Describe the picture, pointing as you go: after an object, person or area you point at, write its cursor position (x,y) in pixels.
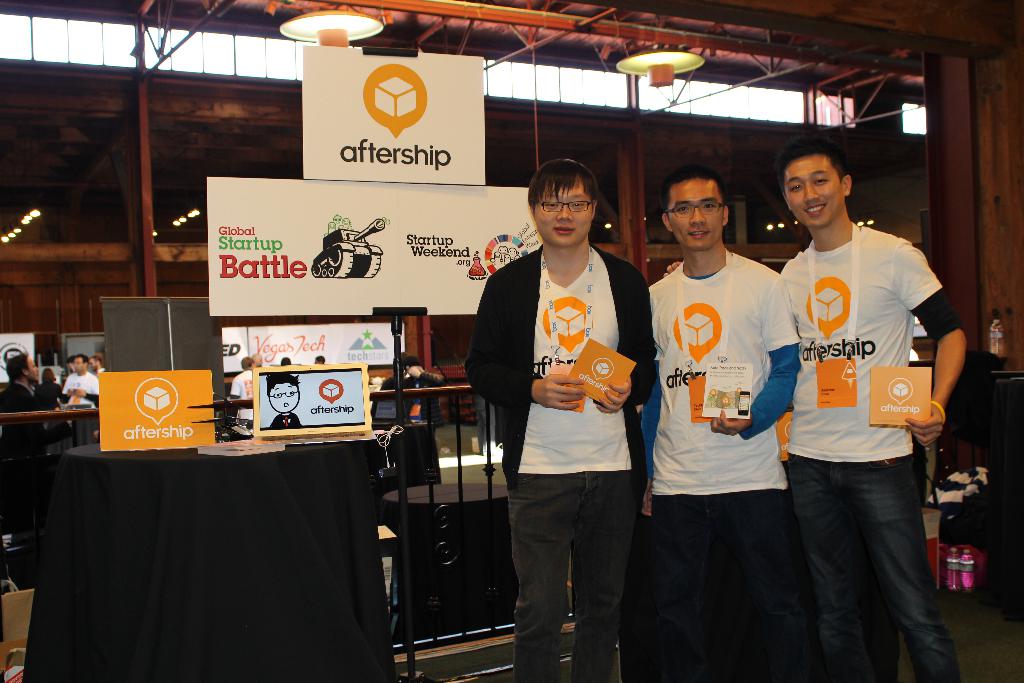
In this picture I can observe three members (662,310). One of them is wearing black color cardigan (513,354). Two of them are wearing spectacles (573,208). All of them are smiling. Behind them I can observe white color boards (375,193) on which I can observe some text (257,240). In the background (86,371) there are some people (71,394) standing on the floor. I can observe two lights (319,22) hanged to the ceiling (466,49).
